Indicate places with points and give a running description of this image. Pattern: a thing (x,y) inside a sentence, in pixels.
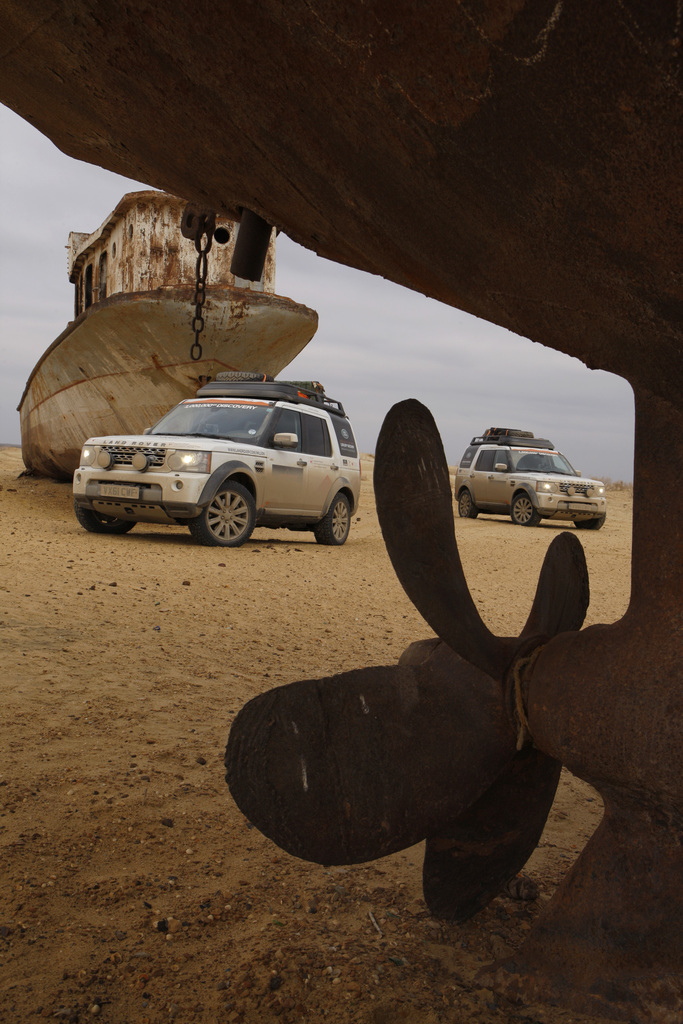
In this picture we can see two car (483,485) near to the white ship (186,302). On the right (514,730) there is a propeller fan (479,650). In the background (399,309) we can see sky (430,383) and clouds (486,381). On the right (500,580) there is a sand (104,736).
